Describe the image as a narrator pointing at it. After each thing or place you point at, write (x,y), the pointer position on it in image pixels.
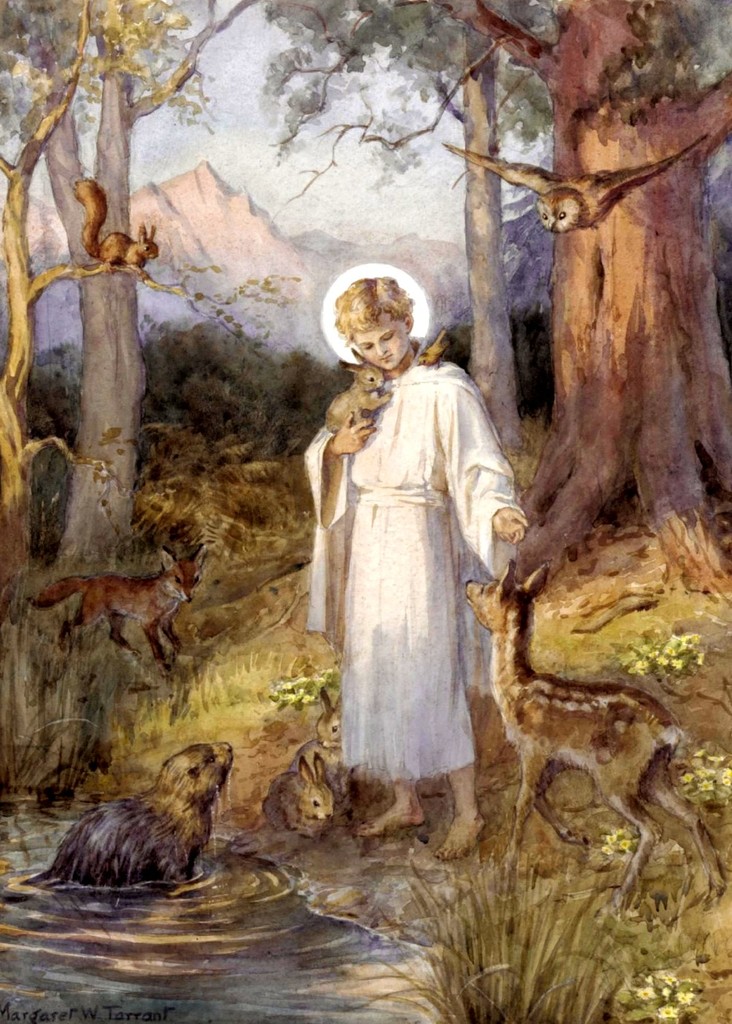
It's a painting in the middle (457,633) a person (438,461) is standing by holding a rabbit (363,388). On the right side (517,672) it's a fawn (527,694) and there are trees (126,394) in the back side of an image (110,501).
